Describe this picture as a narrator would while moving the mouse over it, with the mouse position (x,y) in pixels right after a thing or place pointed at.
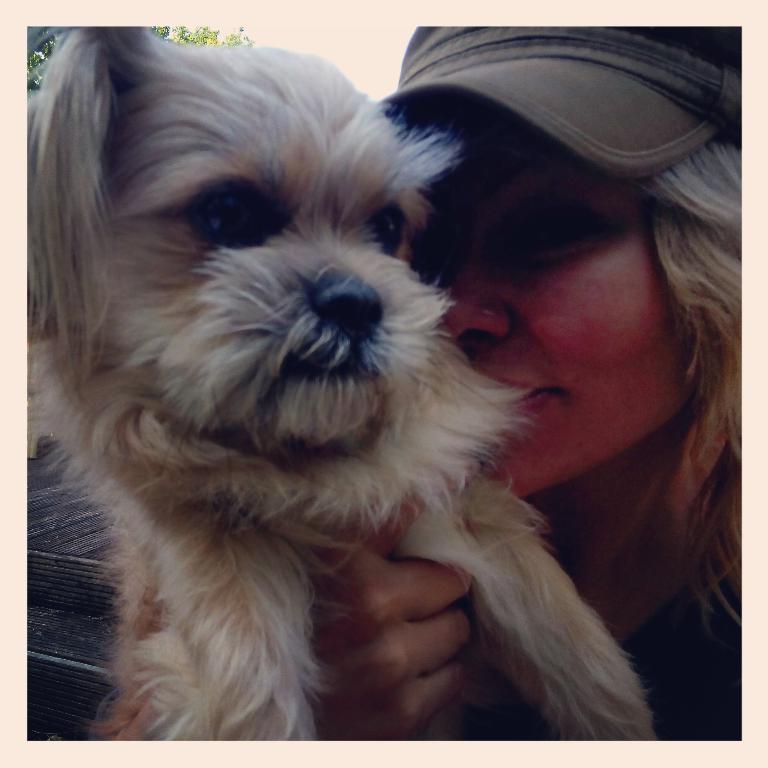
This image consists of a woman (666,410) holding a dog (459,521). She is wearing a cap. In the background (165,36), there is a tree (211,38).
